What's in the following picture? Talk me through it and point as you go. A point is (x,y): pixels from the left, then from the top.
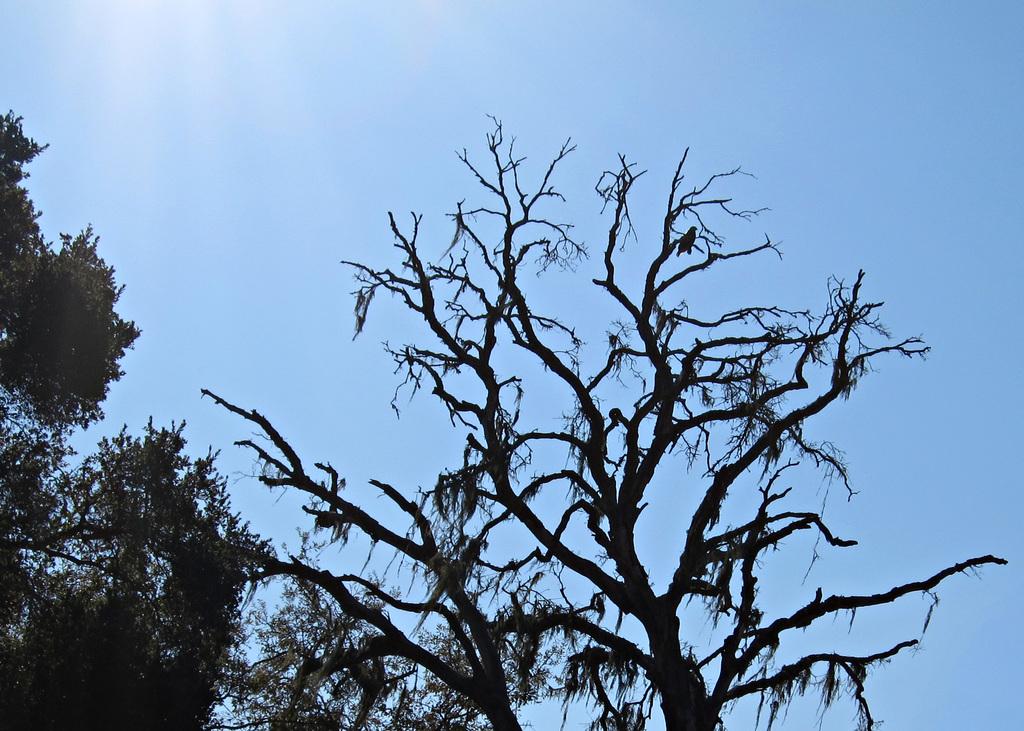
In this picture we can see few trees (184,561).
